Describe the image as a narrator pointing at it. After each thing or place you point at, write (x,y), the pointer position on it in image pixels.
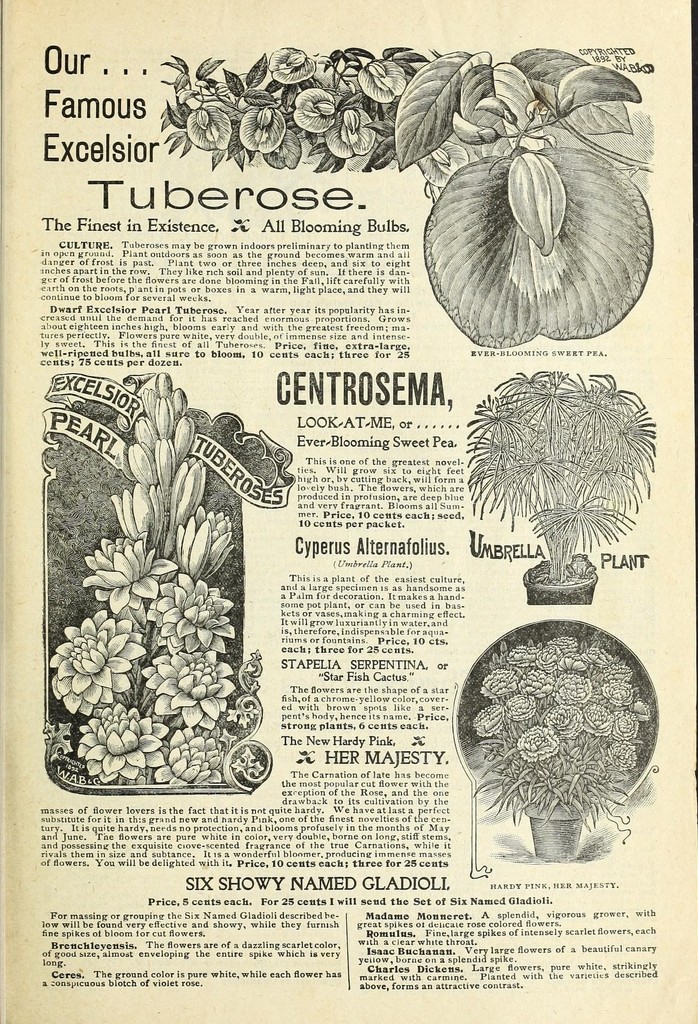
In this picture we can see a magazine paper (272,603) in the image. In the front (585,524) we can see some plants (224,523) and flower pot (542,816). On the top (169,185) we can see "Tuberose" is written.
